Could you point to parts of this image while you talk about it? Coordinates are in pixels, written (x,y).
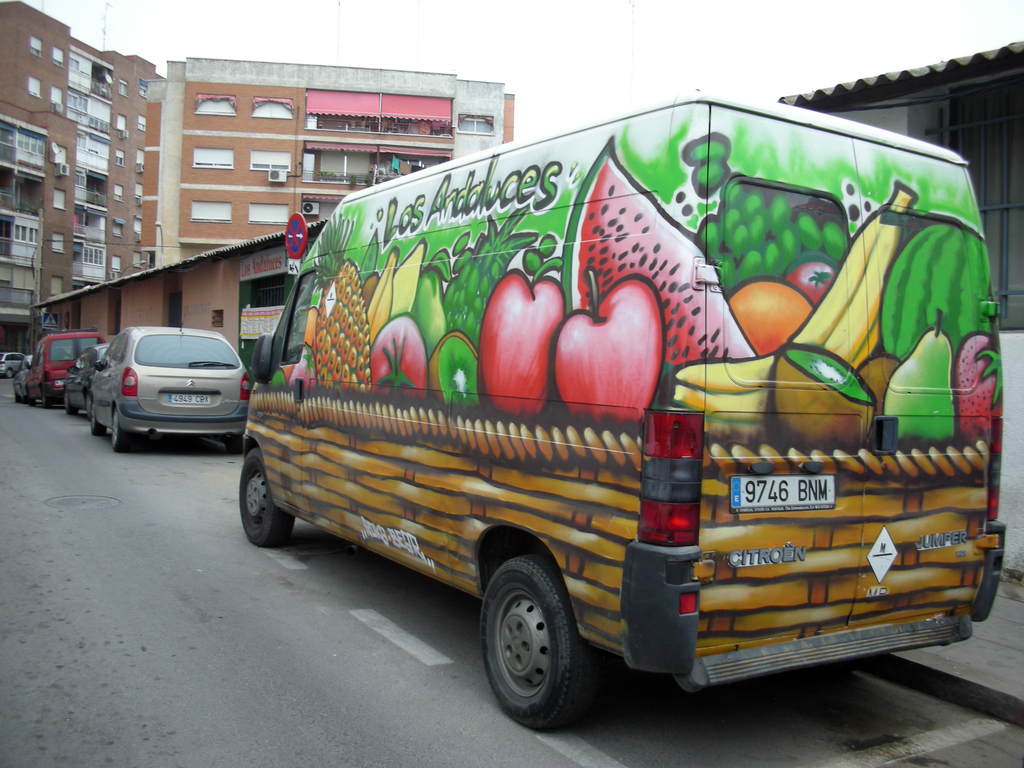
In this picture i see buildings (313,167) and houses (289,278) on the side and few cars (152,423) and a van (489,622) parked on the road (717,747) and I see a cloudy sky (915,38).
